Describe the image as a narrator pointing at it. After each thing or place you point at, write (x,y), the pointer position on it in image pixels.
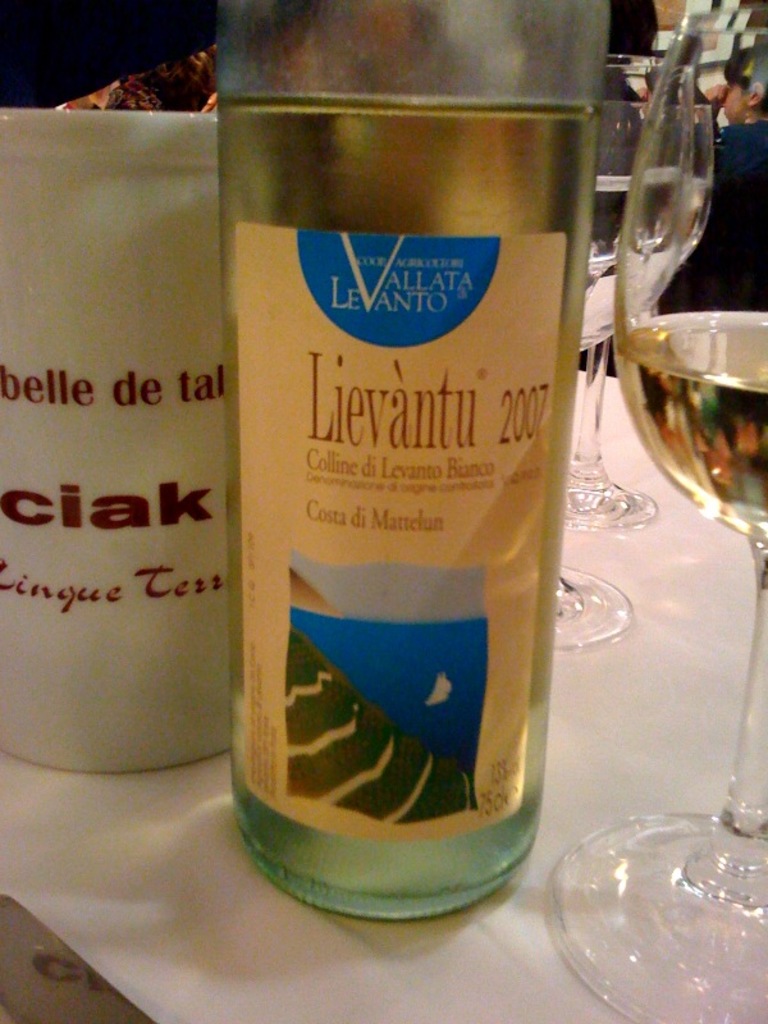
We can see bottle (297,622), cup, glass (721,440) with drink (723,389). On the background (714,95) we can see person (736,163).
